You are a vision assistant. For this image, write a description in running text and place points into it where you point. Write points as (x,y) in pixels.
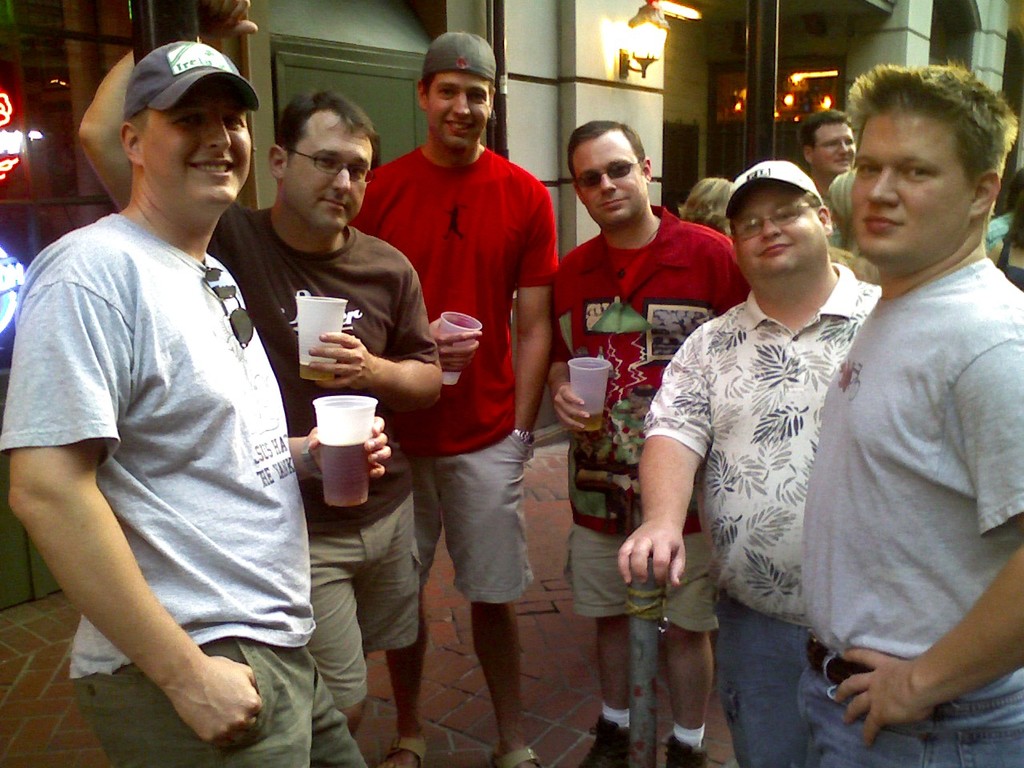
In the picture a group of men (534,293) are standing in front of a cafe (53,177) and some of them are holding the glasses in their hands (558,408) and all of them are posing for the photo and behind the men (775,178) there is a light (635,61) fit to the wall (591,78) beside the cafe (72,129).
